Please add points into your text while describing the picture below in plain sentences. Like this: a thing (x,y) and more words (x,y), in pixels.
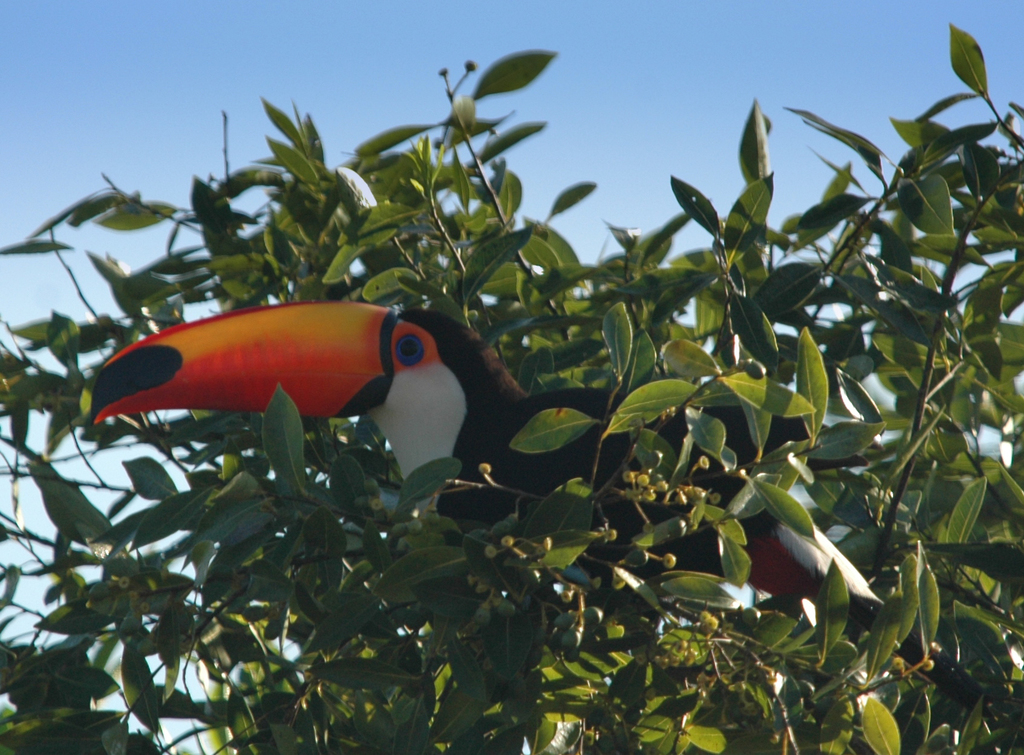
In this image we can see one bird (516,427) on the tree (778,466), some buds (605,531) with stems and in the background (16,611) there is the sky (810,1).
